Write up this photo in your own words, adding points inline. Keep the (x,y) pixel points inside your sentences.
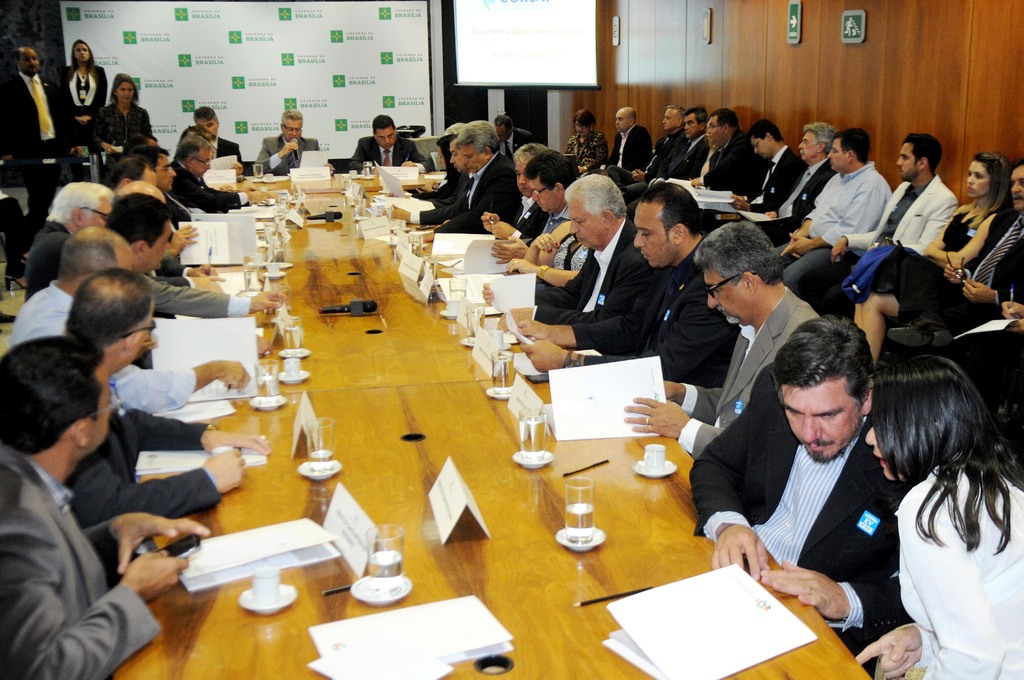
In this picture there are many people (104,265) sitting in the chairs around a table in a conference hall (89,212). On the table (299,575) there are some papers (280,535), cups (270,580), glasses (381,554), pencils (603,601) and name plates (444,495) were there. On the right side (935,216) there are some people (919,207) sitting to the wall (607,135). In the background (532,39) there is a projector display screen (502,57) and some people (96,72) were standing here.
